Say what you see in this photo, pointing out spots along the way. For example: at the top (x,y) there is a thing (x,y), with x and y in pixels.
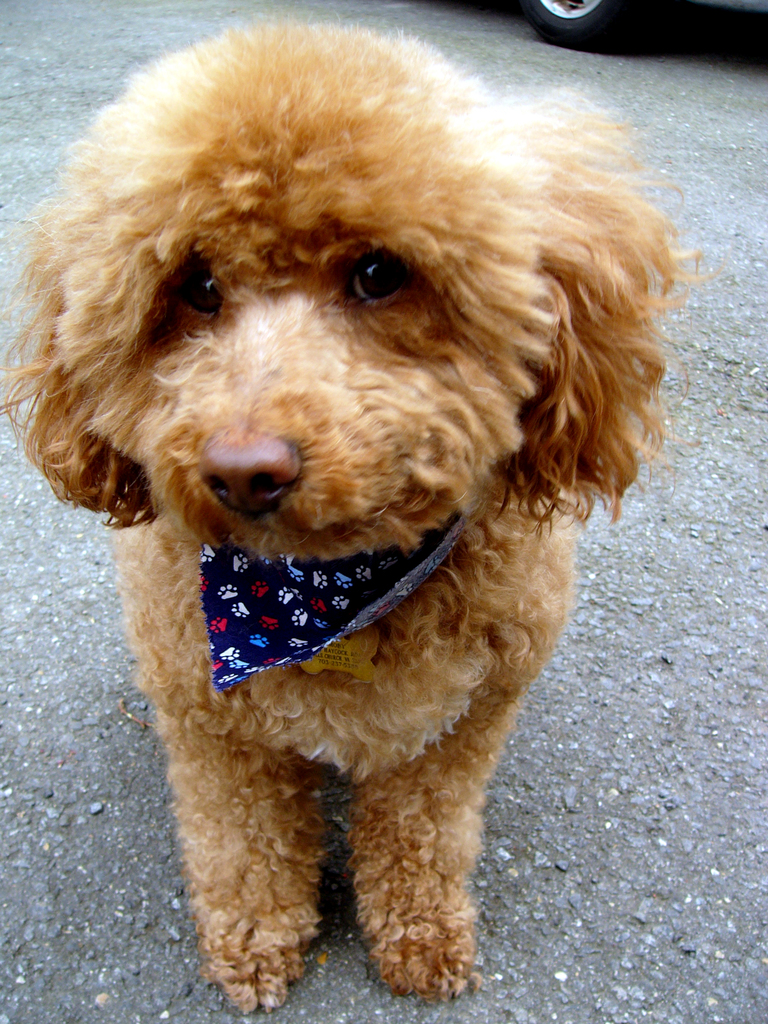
In this picture I can see a dog (382,507) is standing on the ground (211,997). The dog (279,756) is wearing an object (336,593). In the background (542,19) I can see a vehicle (627,6).
